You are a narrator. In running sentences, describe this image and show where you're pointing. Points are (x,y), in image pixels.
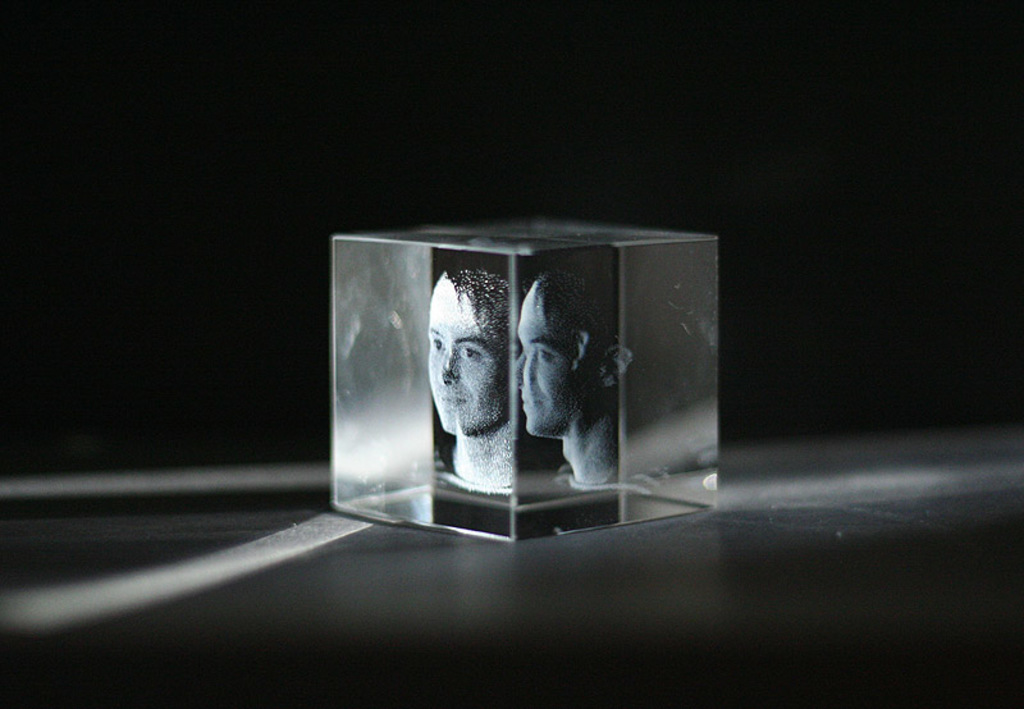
In this image we can see persons faces (532,380) on a glass box (556,408) which is on a platform (220,662). There is a dark background (386,154).
